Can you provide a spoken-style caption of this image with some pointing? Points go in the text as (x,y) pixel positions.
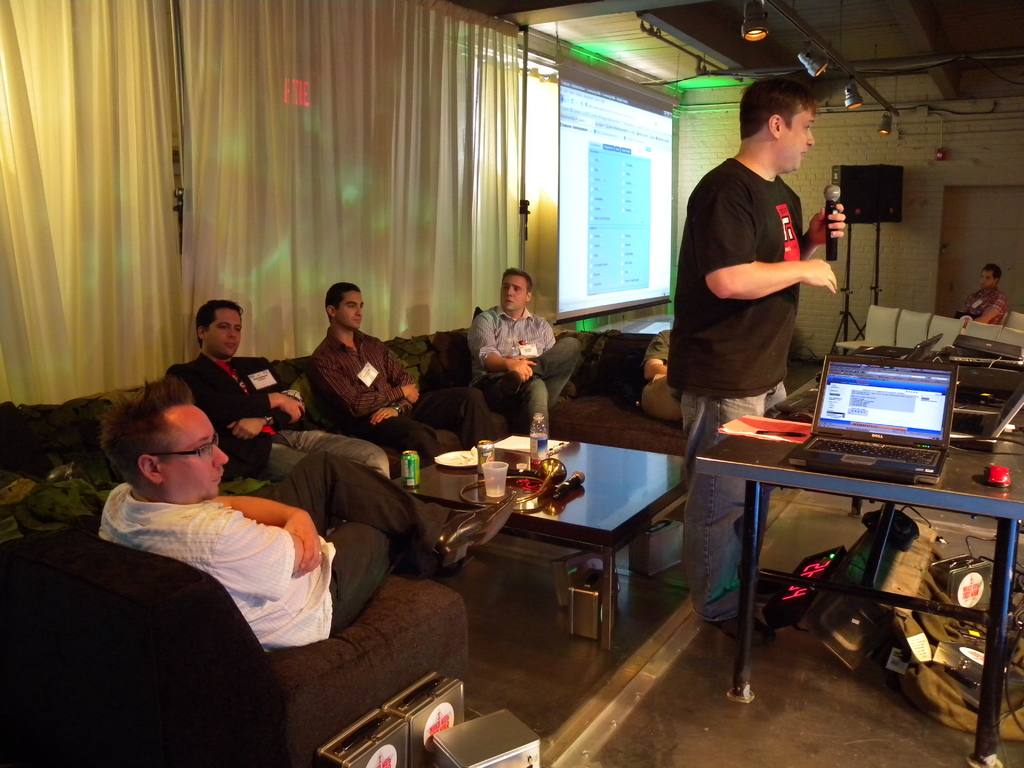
There is a person (793,157) in black color t-shirt (786,218) holding a mic (825,200) and speaking in front of a table (964,398) on which, there are laptops (983,396) and other objects (780,431). Below the table (849,480), there is a suitcase (960,556) and other objects (805,593). On the left side (323,596), there are persons (524,304) sitting on a sofa (571,411) in front of a table (595,460) on which, there are tins (492,449), a bottle (542,450), a plate (448,454), glass (490,472) and other objects (522,482). In the background (29,186), there is a white color curtain (434,160), there is a speaker (848,190) attached to the stands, there is a person (992,290) sitting on a chair (990,329) and there are lights (754,9) attached to the roof (749,59).
